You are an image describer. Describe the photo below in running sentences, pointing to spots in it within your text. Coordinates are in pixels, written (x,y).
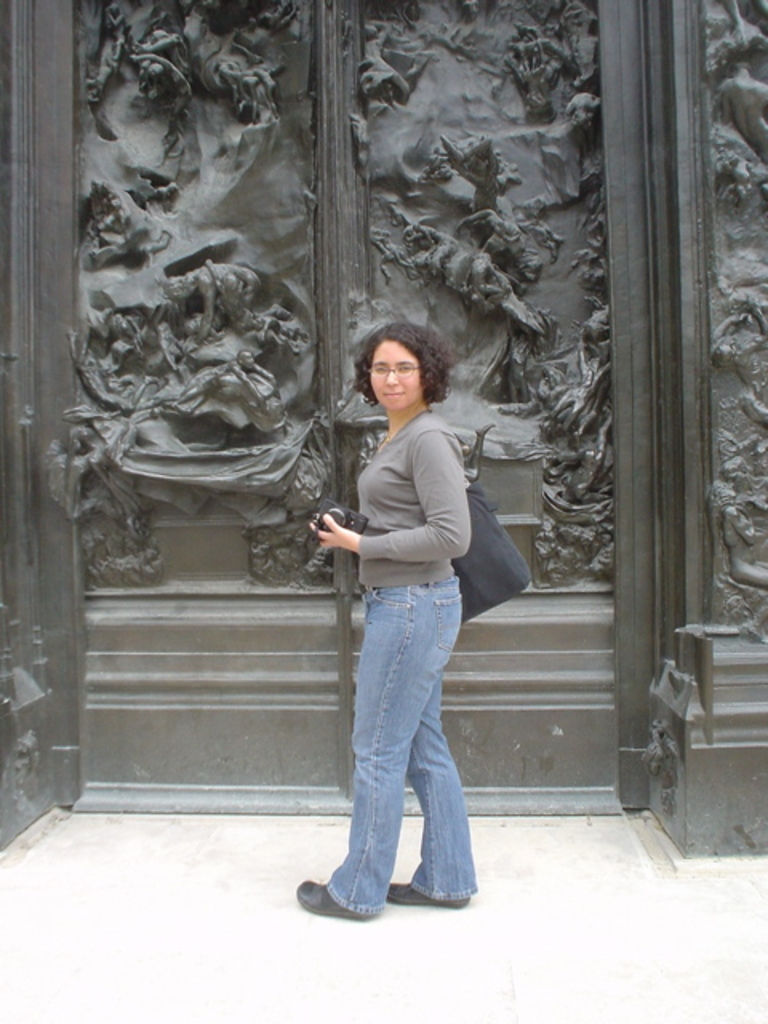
In this picture there is a woman (380,350) who is wearing spectacle (402,368) t-shirt (428,544), bag (463,577), jeans (412,626) and shoe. She is holding a camera (360,524). She is standing near to the door (350,632). On the right (718,553) there is a wall (758,542). At the bottom (366,973) there is a floor (225,961).
